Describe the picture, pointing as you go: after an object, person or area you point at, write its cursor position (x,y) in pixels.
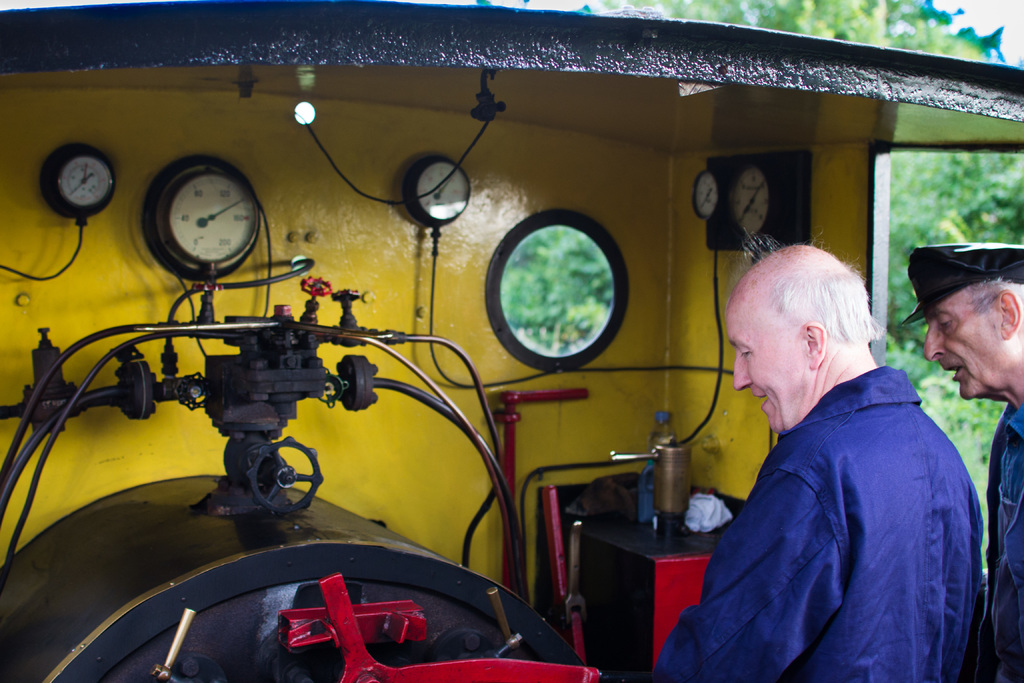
In this image on the right side (882,391) there are two people (874,372) standing, and in the center (590,291) there is an electronic instrument (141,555) and some bottles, clocks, window (544,262), wires (190,293) and objects (656,486) and there are trees (947,233) on the right side (947,417).
